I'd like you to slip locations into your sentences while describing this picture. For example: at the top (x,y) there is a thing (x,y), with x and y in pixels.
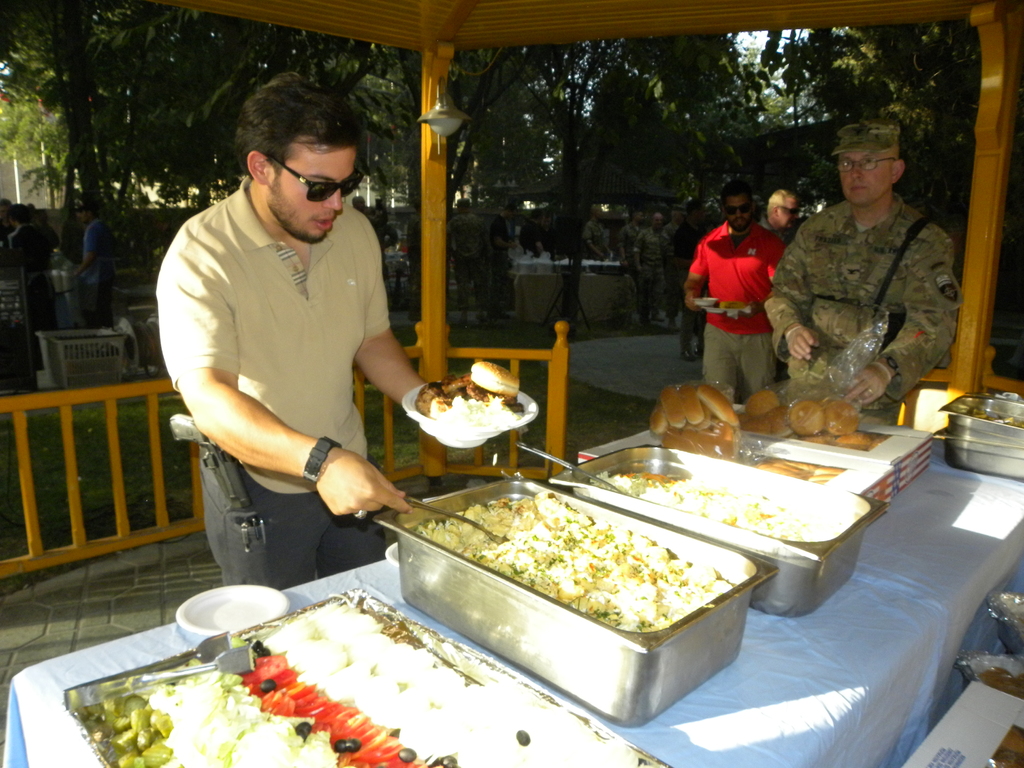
In the image we can see there are people (286,291) standing and there are food items (544,723) kept on the table (837,449) in the vessels (540,653). Behind there are lot of trees (573,105).
